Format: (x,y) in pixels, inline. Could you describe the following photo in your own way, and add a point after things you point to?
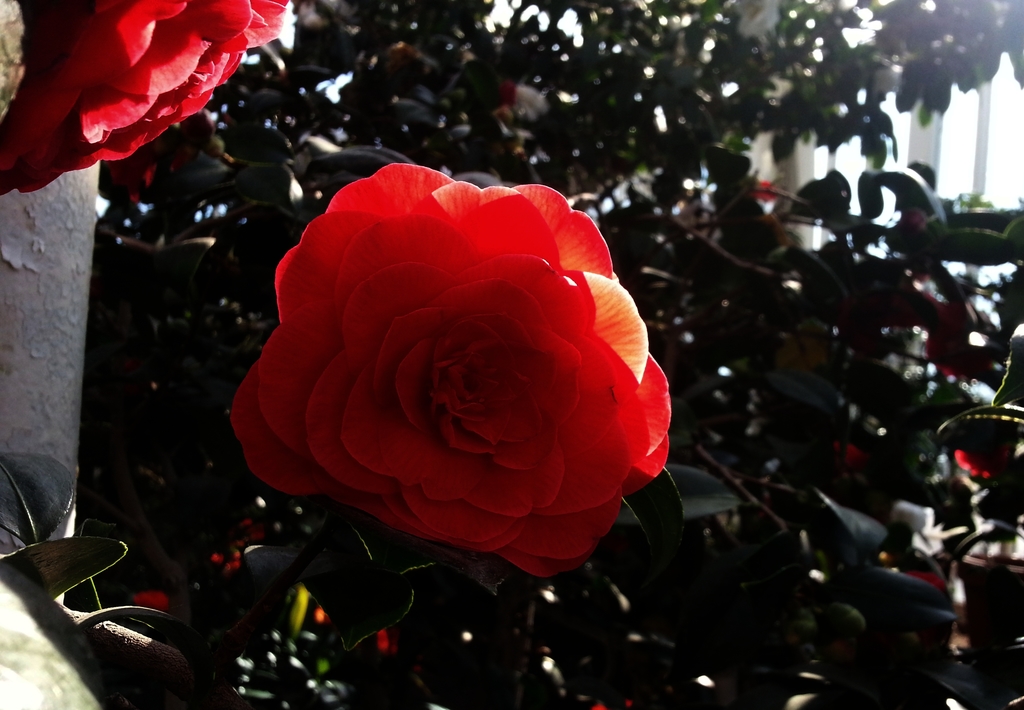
In this picture there are red color flowers (393,370) on the plant (93,501). At the back (978,577) there is a plant (911,559) in the pot (981,607) and there might be a glass door (1003,131).
